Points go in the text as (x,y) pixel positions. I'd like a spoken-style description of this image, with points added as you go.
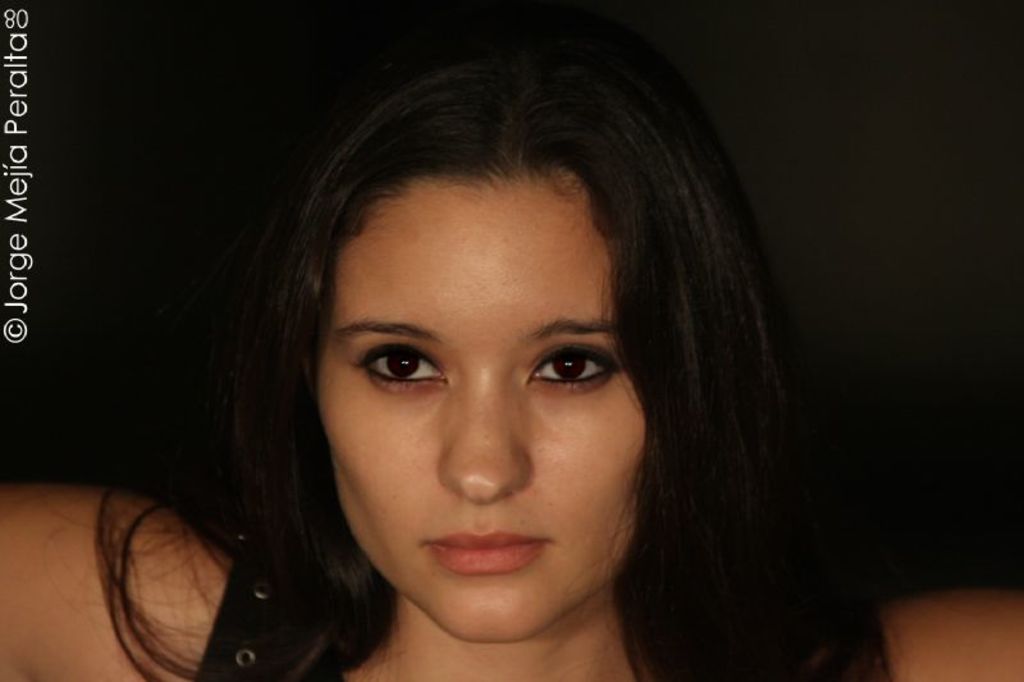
In this image there is a woman (650,433) towards the bottom of the image (445,590), there is text (14,199) towards the left of the image (24,186), there is a number (21,20) towards the top of the image (24,17), the background of the image (707,56) is dark.
